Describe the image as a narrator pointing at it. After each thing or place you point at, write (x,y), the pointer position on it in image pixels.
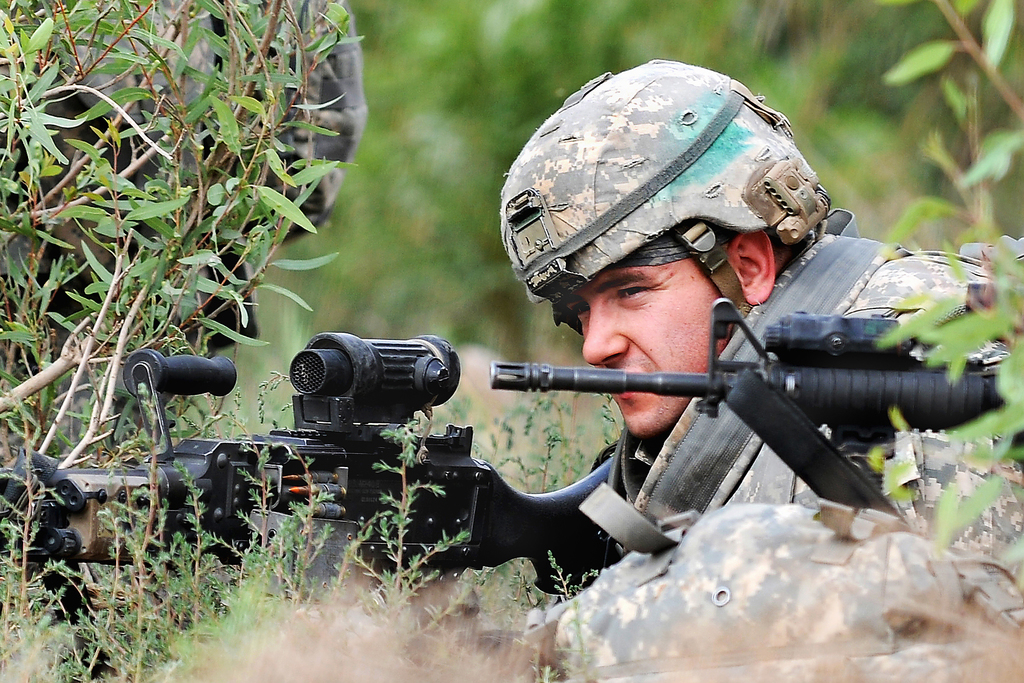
In this picture there is an army officer (671,461) who is wearing helmet (646,234) and shirt (890,304). He is holding a machine gun (212,466), beside him I can see another gun (844,390) and bag (886,534). In the top left (316,40) I can see the person (84,268) near to the plant (234,141). In the background (420,135) I can see the trees (431,130) and blur image.
